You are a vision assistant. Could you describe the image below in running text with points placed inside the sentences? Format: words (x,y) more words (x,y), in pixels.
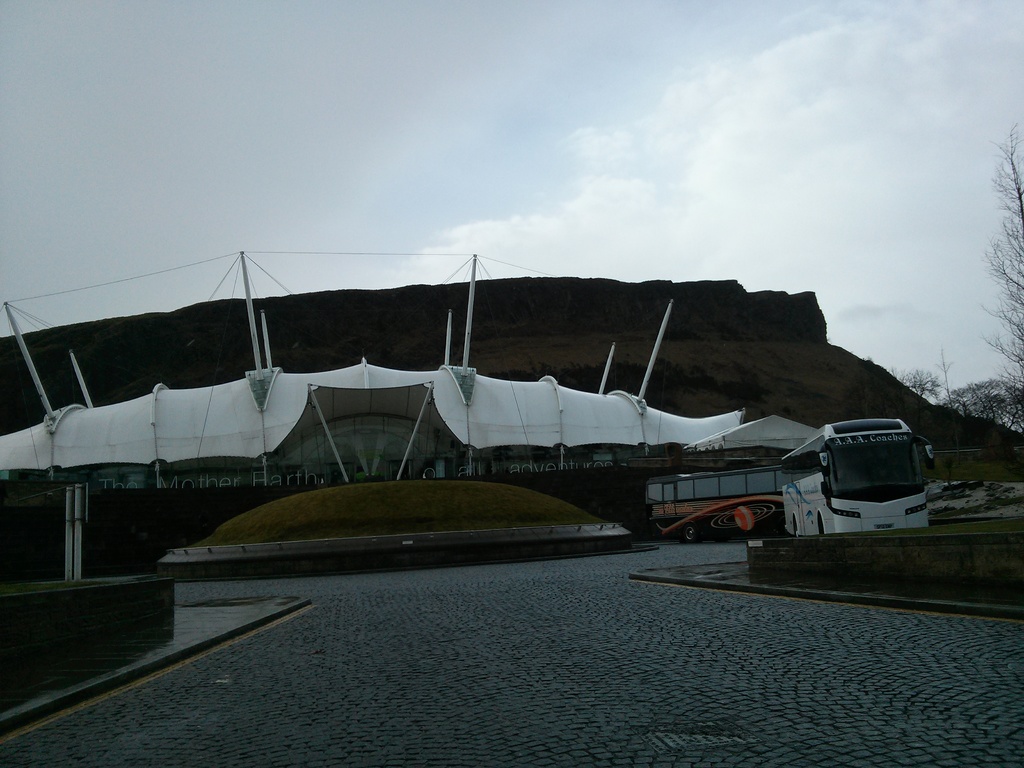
In this image there are few buses (769,502) on the road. There is grassland (359,520). Background (102,475) there is building (664,329). Right side (1005,229) there are few trees (1010,393). Top of the image (696,188) there is sky (738,210). Bottom of image (562,737) there is cobble stone path (600,649). Left side (51,607) there is a wall (74,609).
